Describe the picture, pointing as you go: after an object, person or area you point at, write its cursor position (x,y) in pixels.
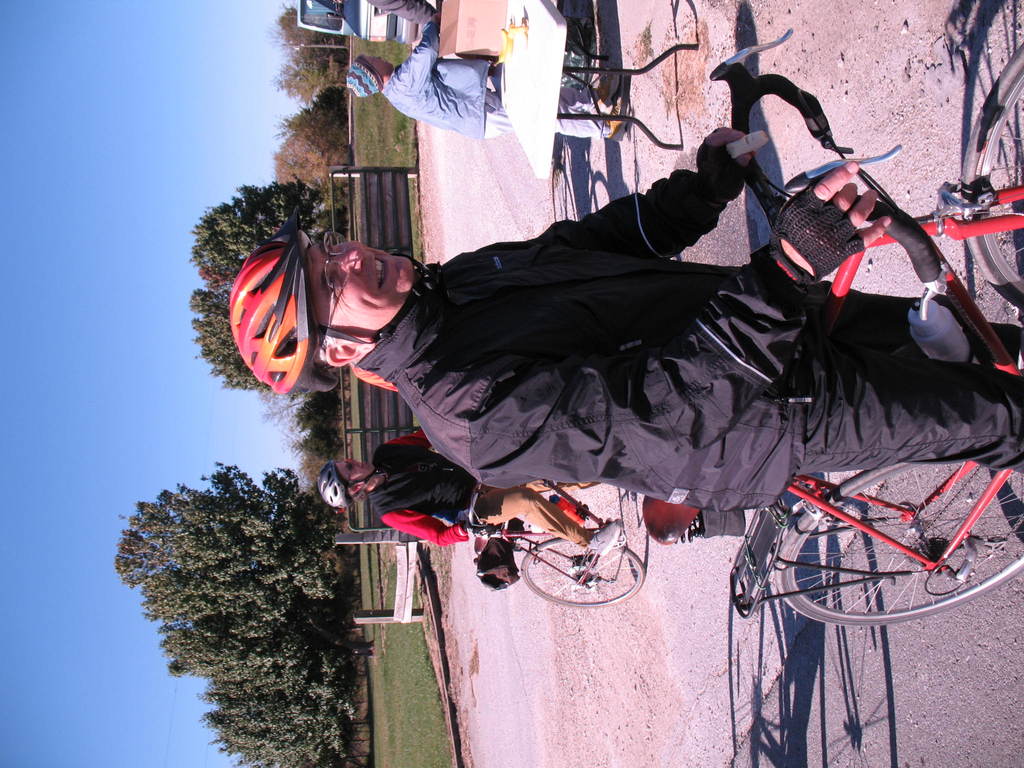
In this image I can see a person (597,376) wearing black colored dress (663,373) and orange and red color helmet (274,325) is riding a bicycle (885,506) which is red in color on the ground (893,249). In the background (586,91) I can see another person (438,460) riding a bicycle (594,559), a person (561,110) standing in front of a table (605,114), a vehicle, some grass (379,113), few trees (329,743) and the sky (124,331).
